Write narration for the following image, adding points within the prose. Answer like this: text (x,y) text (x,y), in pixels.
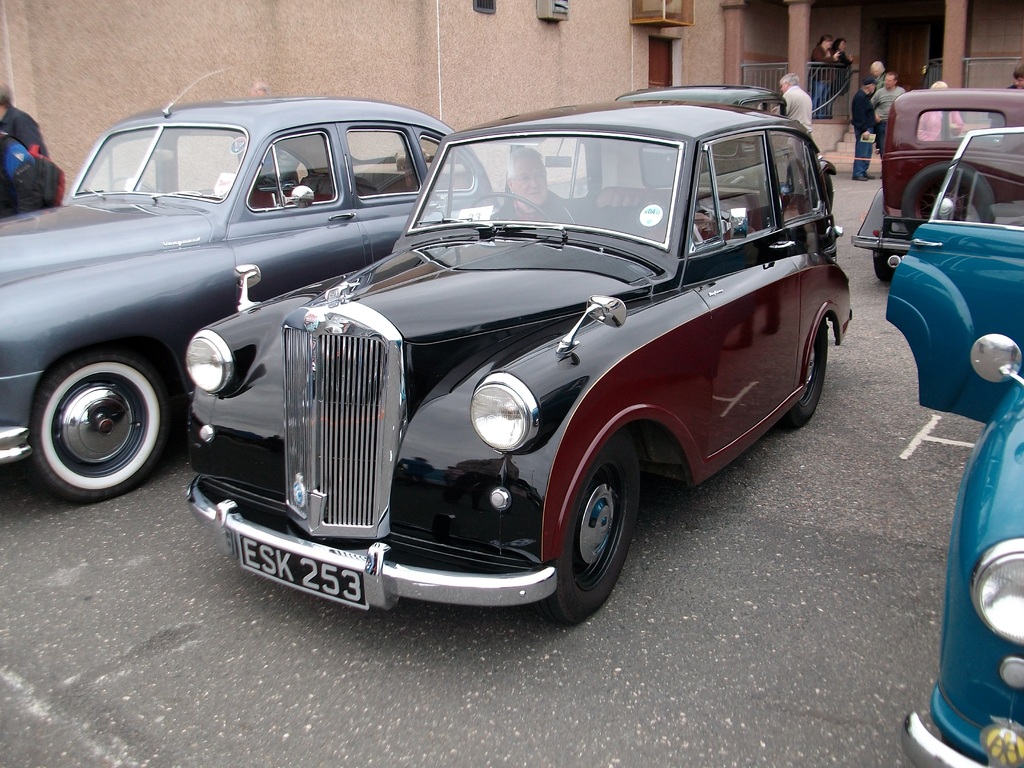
In this image we can see a person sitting in a car (816,150) and there are some vehicles (979,127) on the ground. We can see some people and there is a building (1018,39) in the background (68,150).
